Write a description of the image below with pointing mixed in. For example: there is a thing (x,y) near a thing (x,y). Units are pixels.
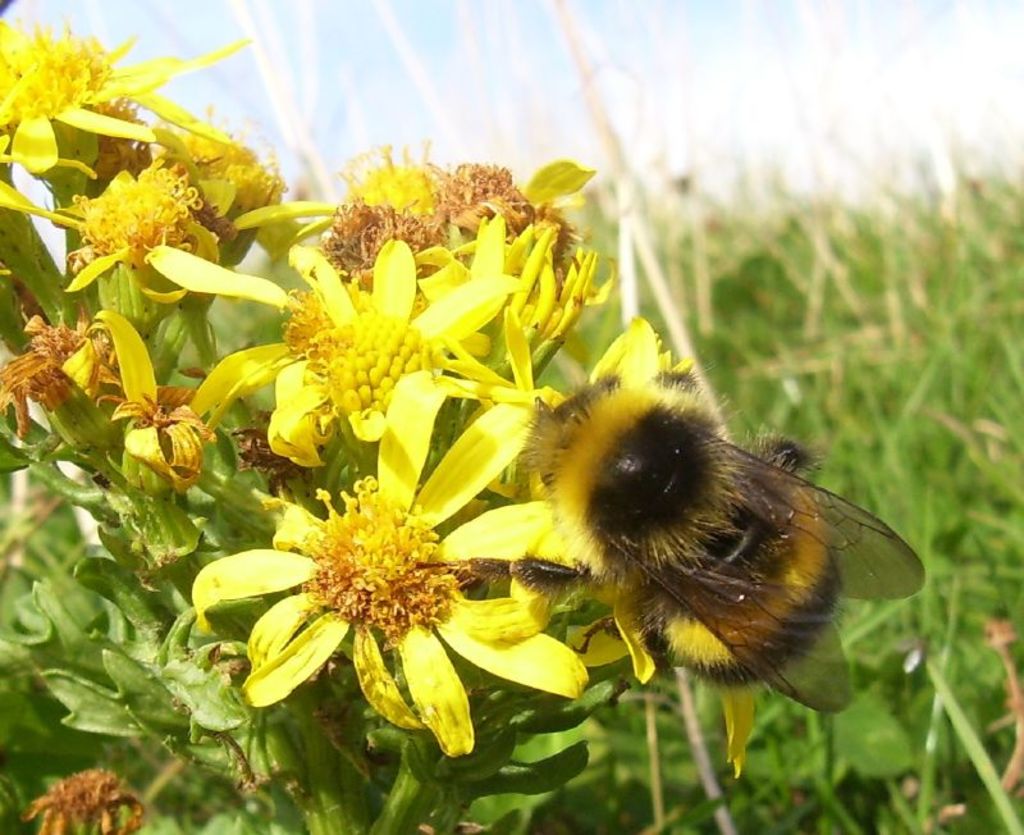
In this picture we can see a bumblebee (605,519), few flowers (603,374) and grass (827,413), and also we can see plants (141,497).
